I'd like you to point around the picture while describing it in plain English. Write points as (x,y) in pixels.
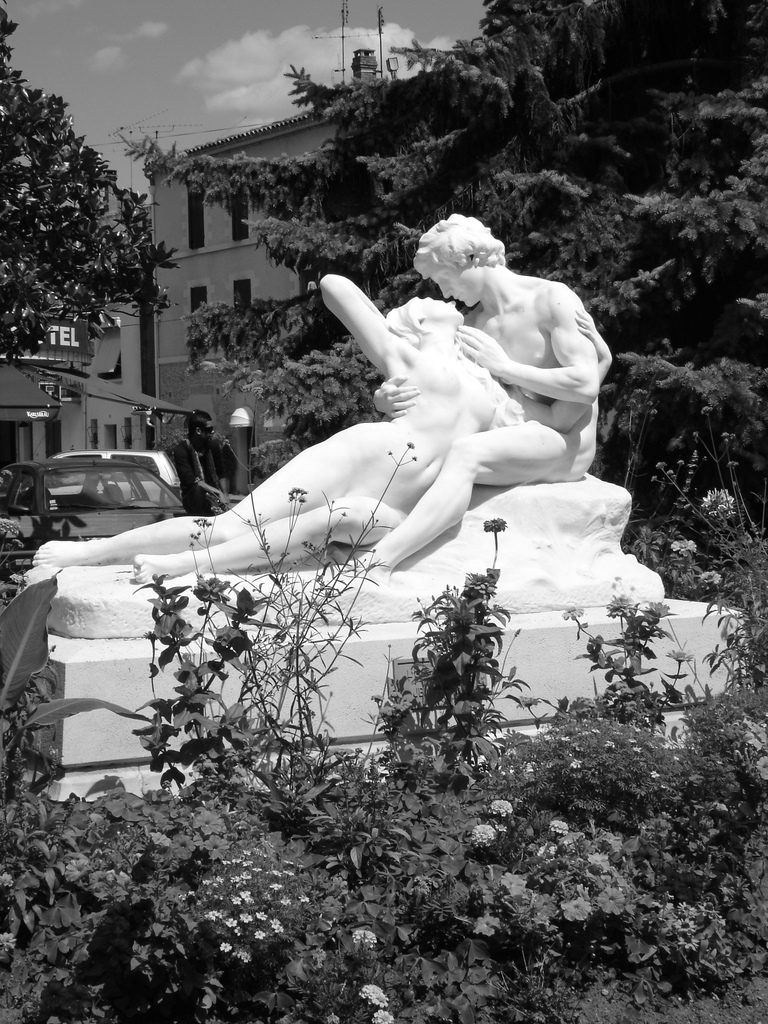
In the foreground (415,553) I can see plants (476,688) and two persons sculptures (92,559). In the background (713,473) I can see trees (190,321), buildings (182,332), a person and vehicles (130,488) on the road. At the top (249,109) I can see the sky (192,73). This image is taken may be during day time.
